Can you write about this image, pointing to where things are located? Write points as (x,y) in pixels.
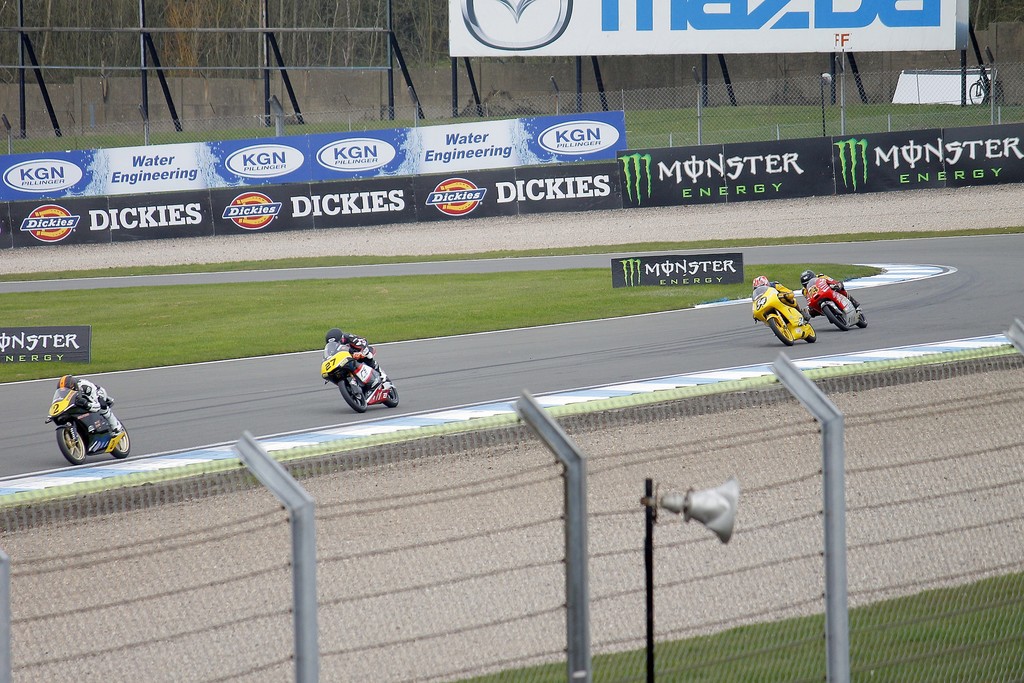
At the bottom of the image (705,584) there is fencing (777,580). On the road (817,248) there are few people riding bikes (76,410). Behind them on the ground (559,279) there is grass (583,274) with posters (79,352). In the background (427,202) there are posters (858,167) with text (106,214) and images (245,173). Behind them there is fencing (896,86). Behind the fencing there is a banner (466,35). Behind the banner (547,35) there are trees (351,51).
